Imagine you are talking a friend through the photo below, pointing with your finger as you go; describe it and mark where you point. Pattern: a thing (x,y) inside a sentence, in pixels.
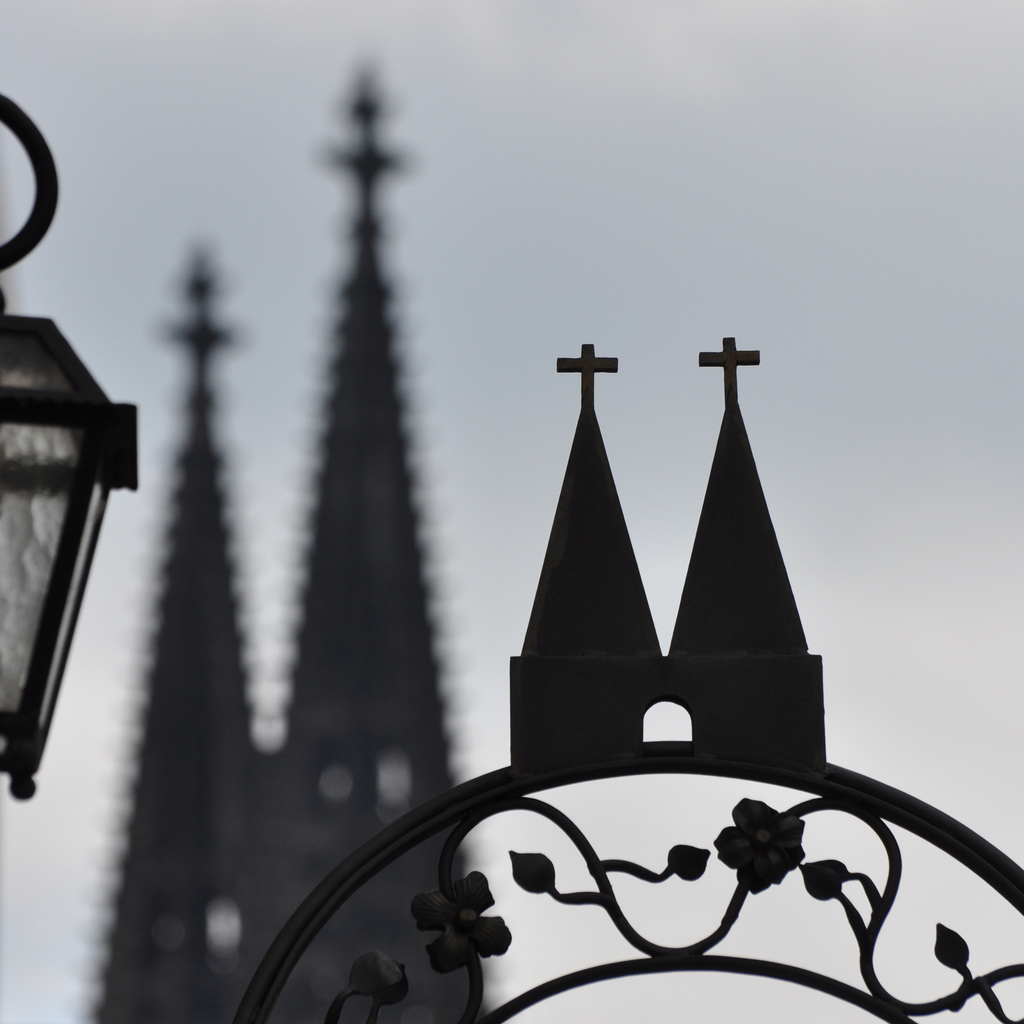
In this picture I can observe a light (18,529) on the left side (13,506). In the bottom of the picture (594,863) it is looking like an arch (373,988). On the top of the arch (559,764) I can observe two cross symbols (743,354). In the background (227,485) I can observe two steeples (358,422) and sky (616,150).
